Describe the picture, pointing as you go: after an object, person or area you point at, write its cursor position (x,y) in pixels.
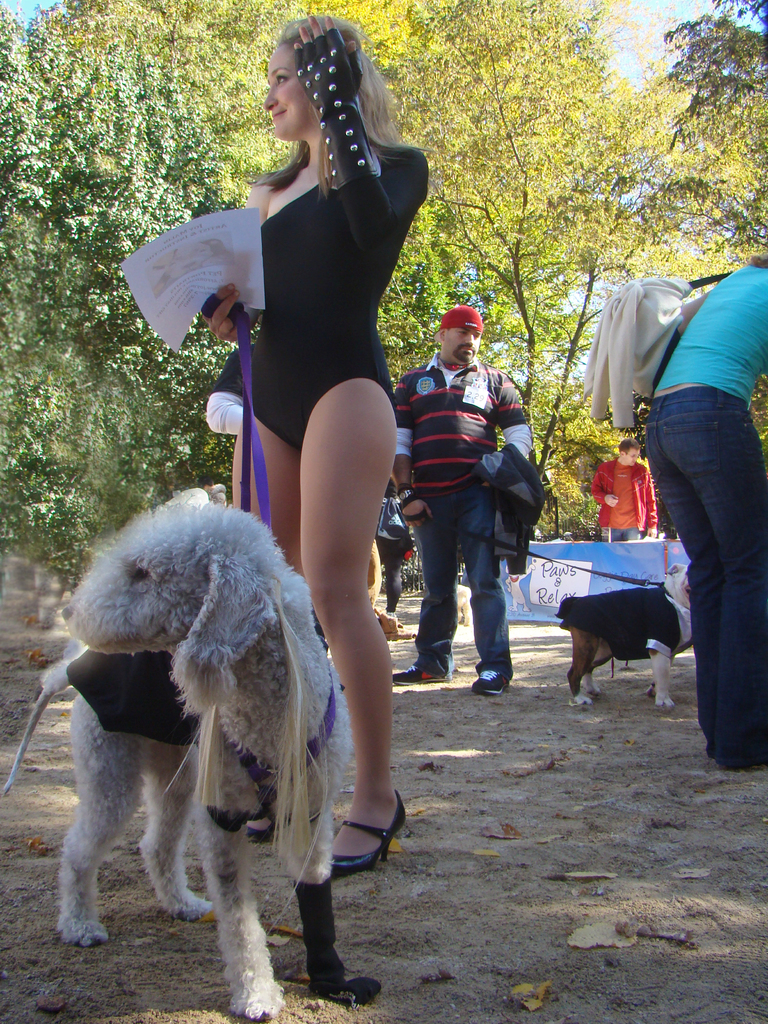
this is a picture in which there are group of people (288,325), in which a woman (332,515) is holding a belt (248,753) of a dog (246,714), here there are another man (503,386) holding the dog (589,650), we can see many trees (217,42) over here, we can also see the sky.
